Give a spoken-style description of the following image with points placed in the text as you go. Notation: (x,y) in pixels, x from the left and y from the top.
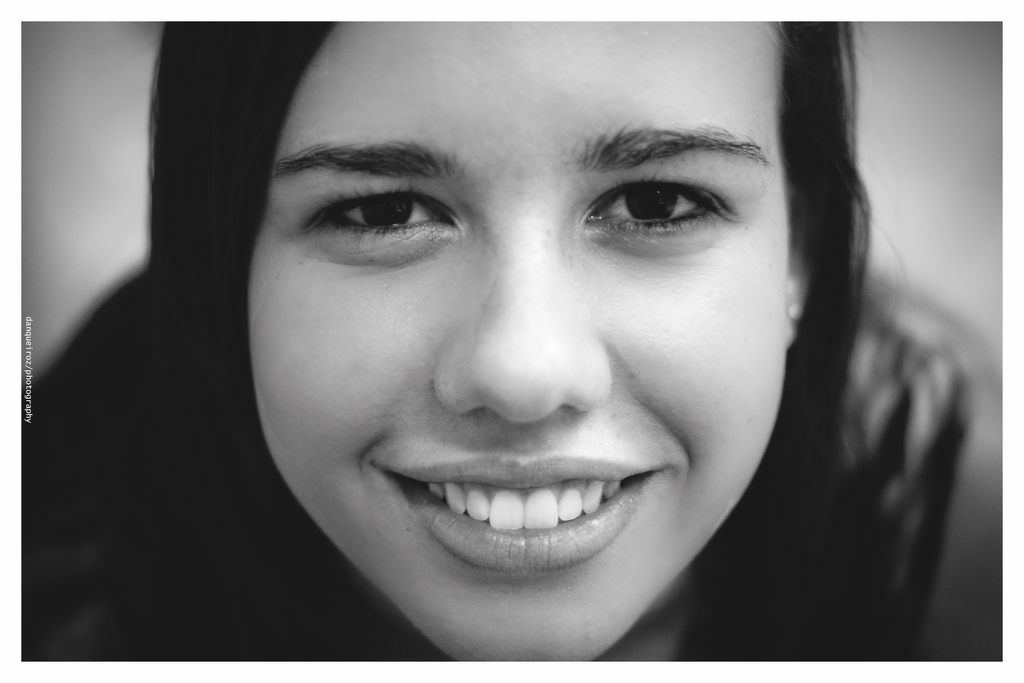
In this image a lady (464,365) is sitting and smiling.
